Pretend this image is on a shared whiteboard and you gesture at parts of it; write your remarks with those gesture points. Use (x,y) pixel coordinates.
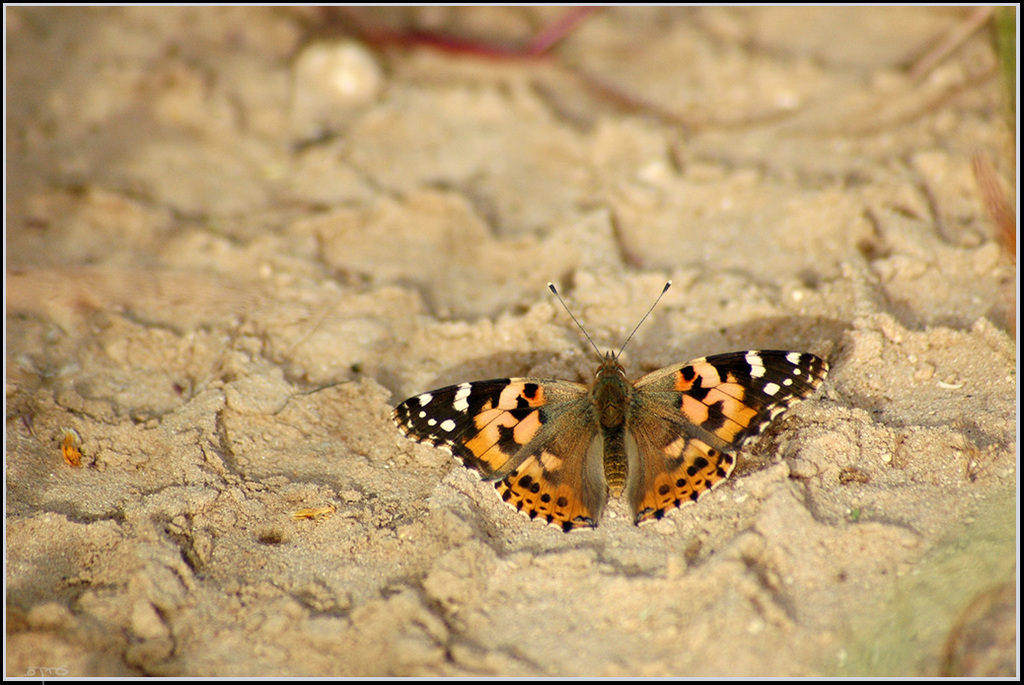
In the center of the picture (507,385) we can see a butterfly (631,423) on the sand (329,220). At the top (288,113) it is blurred.
